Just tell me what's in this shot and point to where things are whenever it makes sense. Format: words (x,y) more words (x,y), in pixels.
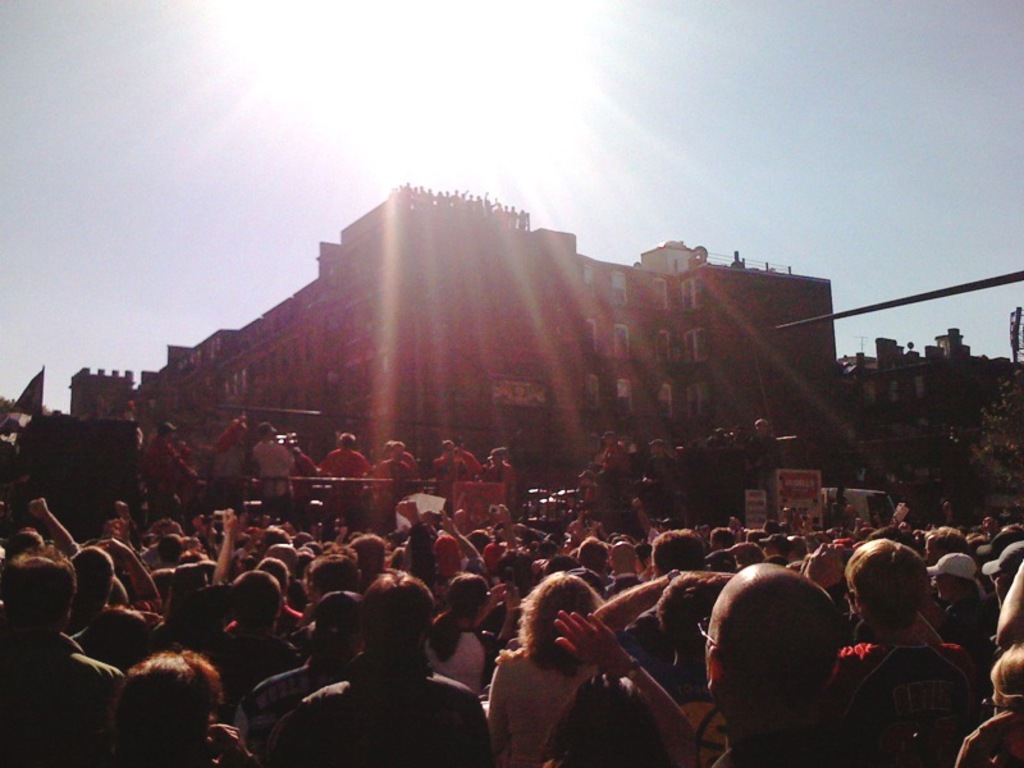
In this image we can see many people (546,566) standing in front of the building (617,332) and there is a wire (1007,281), in the background (939,298) there is a sky (444,143) and the sun (511,25).
